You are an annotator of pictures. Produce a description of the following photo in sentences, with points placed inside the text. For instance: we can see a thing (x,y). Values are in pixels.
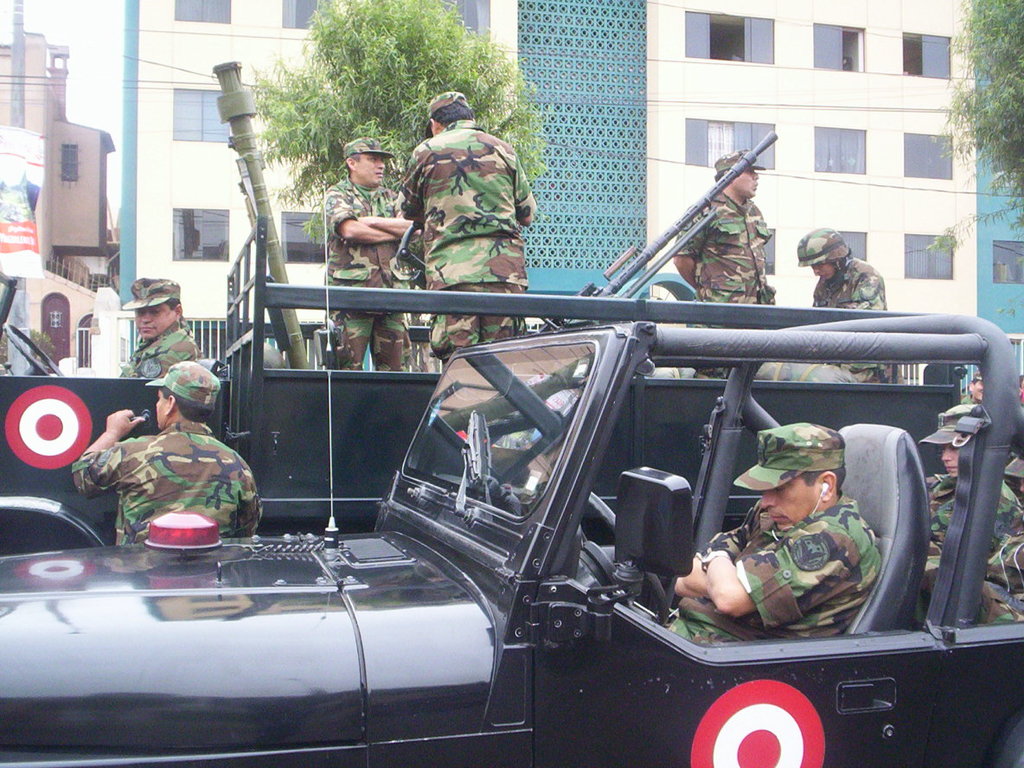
In this image we can see vehicles (267,421) with logos (49,428) on that. And we can see few people (487,140) in the vehicle (897,509). They are wearing caps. In the background (649,93) we can see buildings (156,93) with windows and there are trees (429,76). In the vehicle (654,428) there are few equipment (612,282).
